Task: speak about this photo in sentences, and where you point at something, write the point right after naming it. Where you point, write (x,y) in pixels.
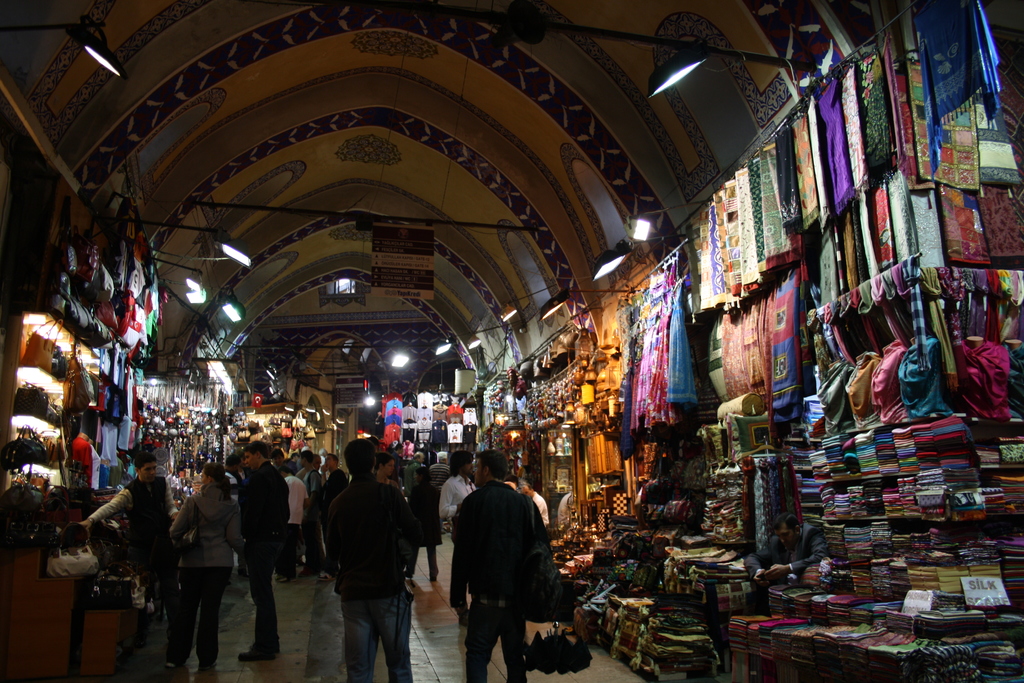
In the picture I can see people (312,540) walking on the street (328,588). In the background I can see lights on the ceiling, clothes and some other objects (30,623).
